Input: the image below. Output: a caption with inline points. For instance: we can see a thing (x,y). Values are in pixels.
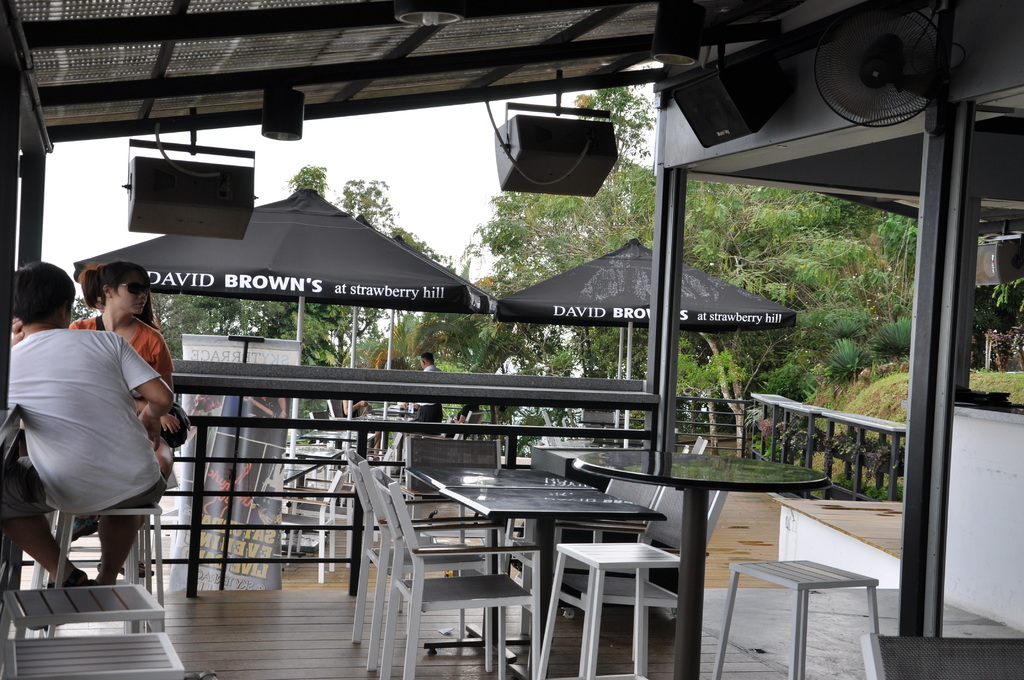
On the left (46,392) there are 2 people (137,380) sitting on the chair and we can also see tables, chairs (482,464), tents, trees (552,275) and sky (435,190).
